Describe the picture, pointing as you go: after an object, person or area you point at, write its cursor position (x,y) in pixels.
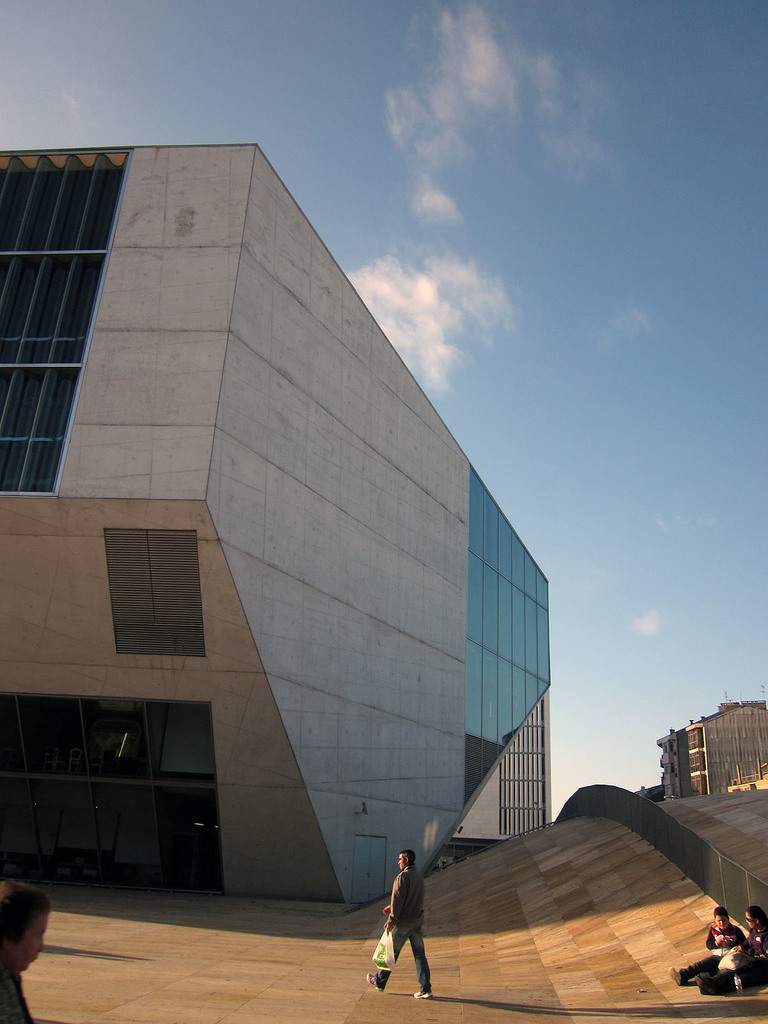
In this image we can see a person (415,889) walking on the floor (509,886), persons (756,940) sitting on the floor (644,923), buildings (347,608) and sky (312,142) with clouds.
